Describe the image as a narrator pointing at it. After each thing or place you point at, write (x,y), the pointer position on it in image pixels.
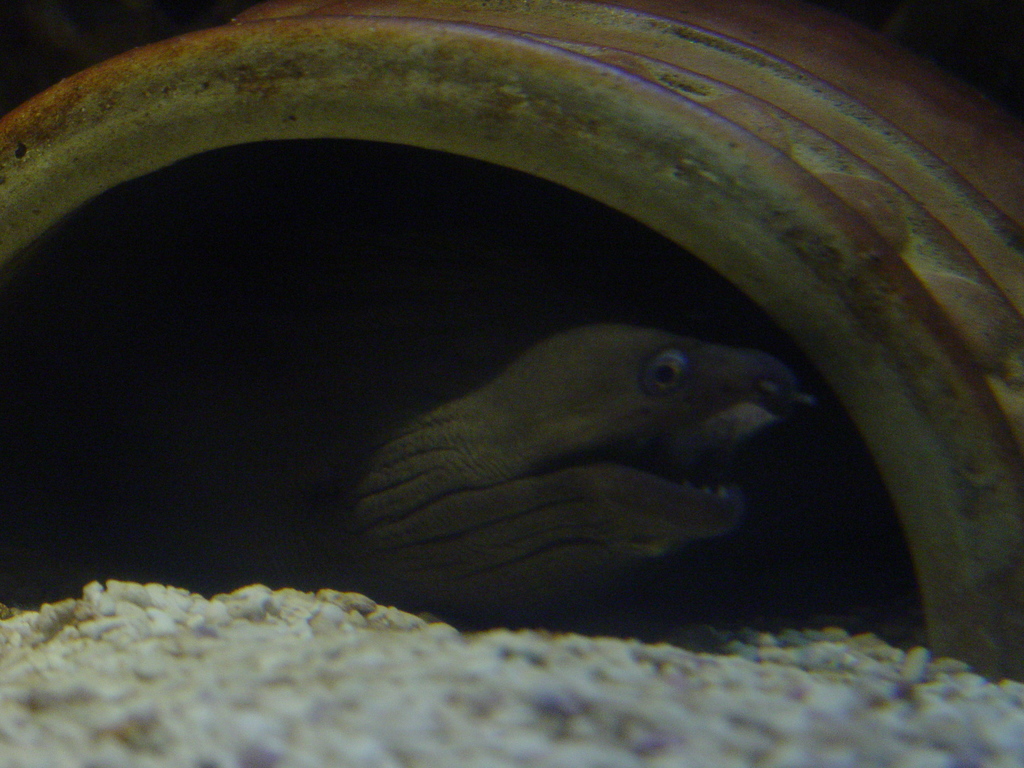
In the image in the center (555,276), we can see one tube (818,219). In the tube (136,141), we can see one fish (373,559).
